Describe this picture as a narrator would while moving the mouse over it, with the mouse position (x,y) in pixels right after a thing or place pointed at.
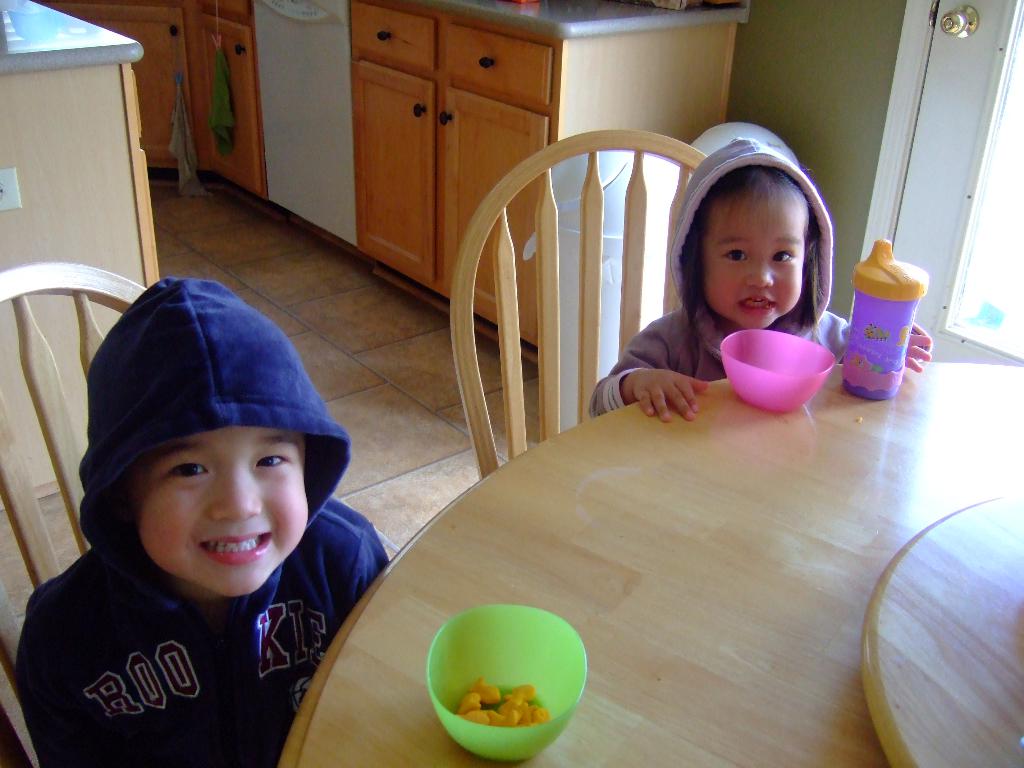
In this image there are two kids (675,313) who are sitting in the chair (501,209) and eating the food (518,695) which is kept on the table (788,635). At the background (399,45) there are cupboards (116,150) and clothes (176,133). To the right side (952,140) there is a door (998,97). On the table (776,456) there are two bowls (744,392) and a bottle (876,332).
